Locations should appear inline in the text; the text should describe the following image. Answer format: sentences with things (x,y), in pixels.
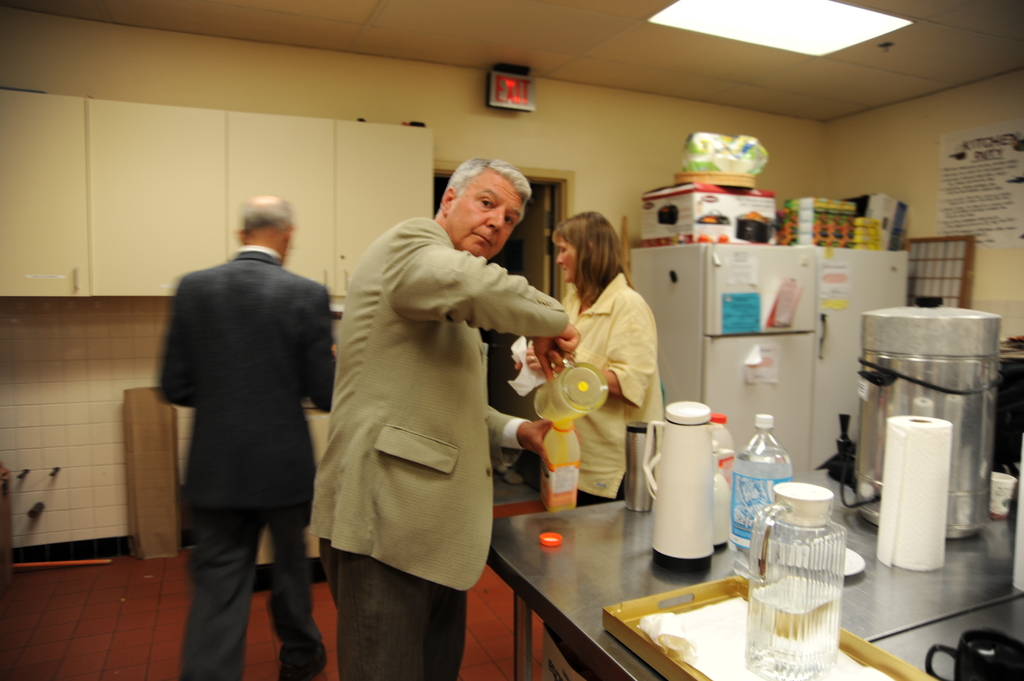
in this image i can see a person (438,341) standing at the center (584,397) holding a bottle (556,492) and a jug (566,412). behind him there are two more people (623,355). behind them there are cupboards (375,205), door (527,213), refrigerator (791,277). at the front (600,583) there is a table (608,578), on which there is a tray (640,633), jug (780,558), bottle (761,474) and tissue roll (916,487).
